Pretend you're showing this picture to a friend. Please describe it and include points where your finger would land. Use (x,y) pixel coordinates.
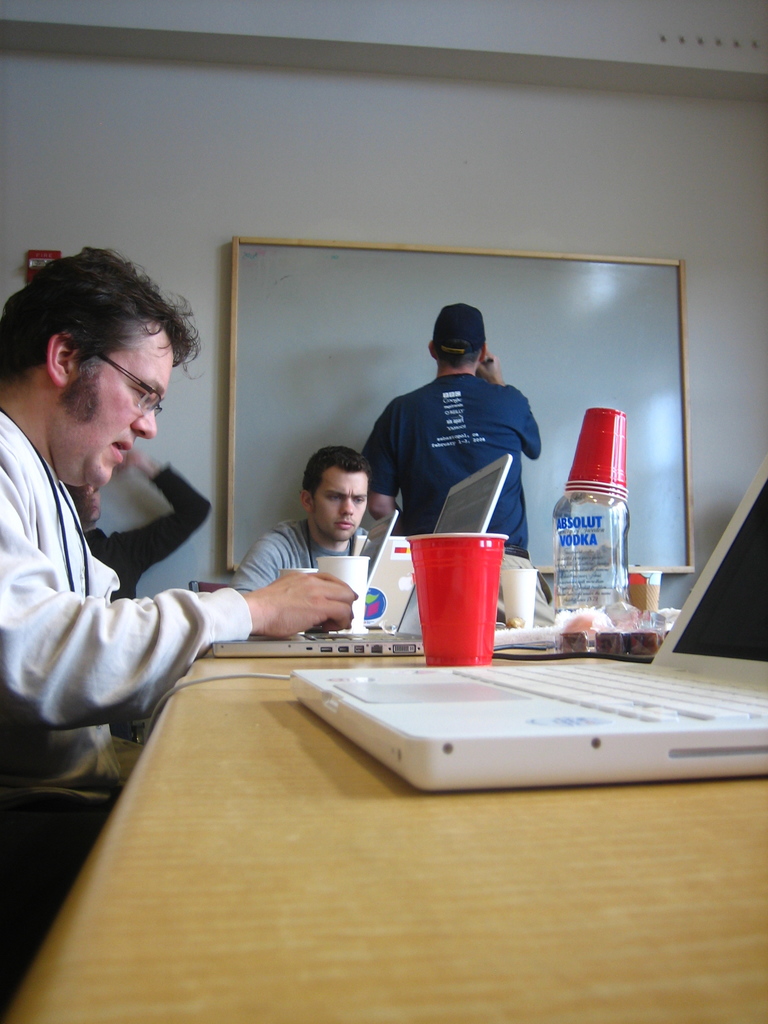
In this image, few peoples (271,564) are sat on the chair (31,829). And the middle, we can see wooden table (470,829). few items (550,711) are placed on it. And backside, a man (470,432) is stand near the whiteboard (574,366). He wear a cap (463,334) on his head (473,339). On left side (178,504), there is an another human (134,552) we can see and wall (195,316) in white color.
